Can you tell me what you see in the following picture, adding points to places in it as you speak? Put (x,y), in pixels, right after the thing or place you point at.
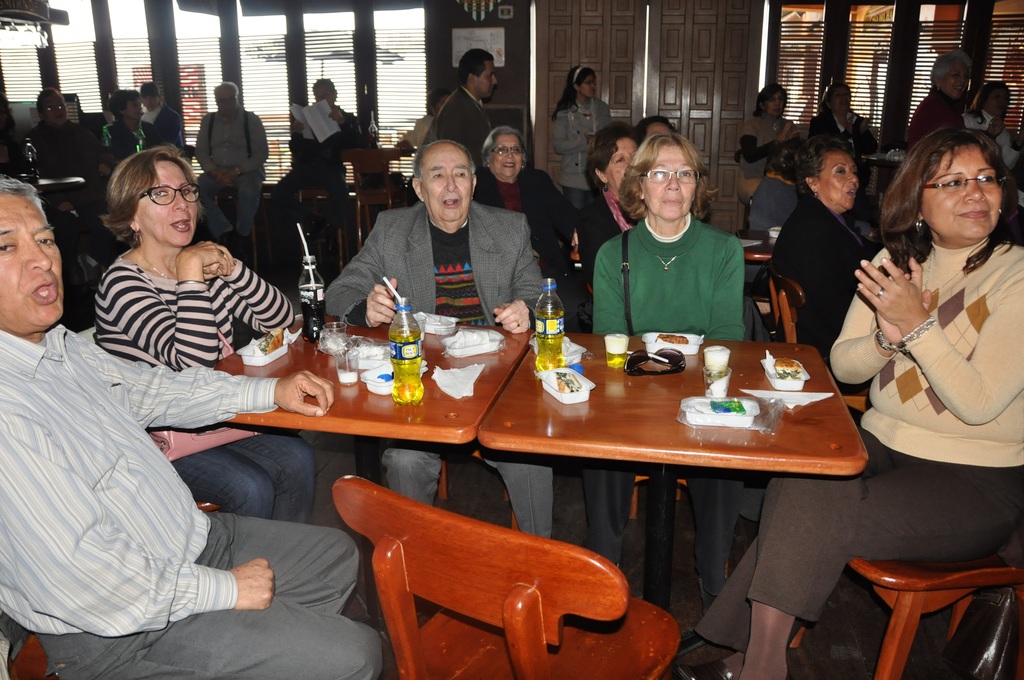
There are few people (372,274) sitting on the chairs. This is the table (493,427) with bottles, food (272,348), tissue papers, goggles (651,370) and tumblers (619,362). At background (579,115) there are few people (579,115) standing. This is the door (701,74) which is closed. These are the windows (130,64). I can see a person (328,146) sitting and holding paper (316,126). This looks like a poster (457,63) attached to the wall (507,32). Here is an empty chair (462,586). I can see another table (762,247) here.
